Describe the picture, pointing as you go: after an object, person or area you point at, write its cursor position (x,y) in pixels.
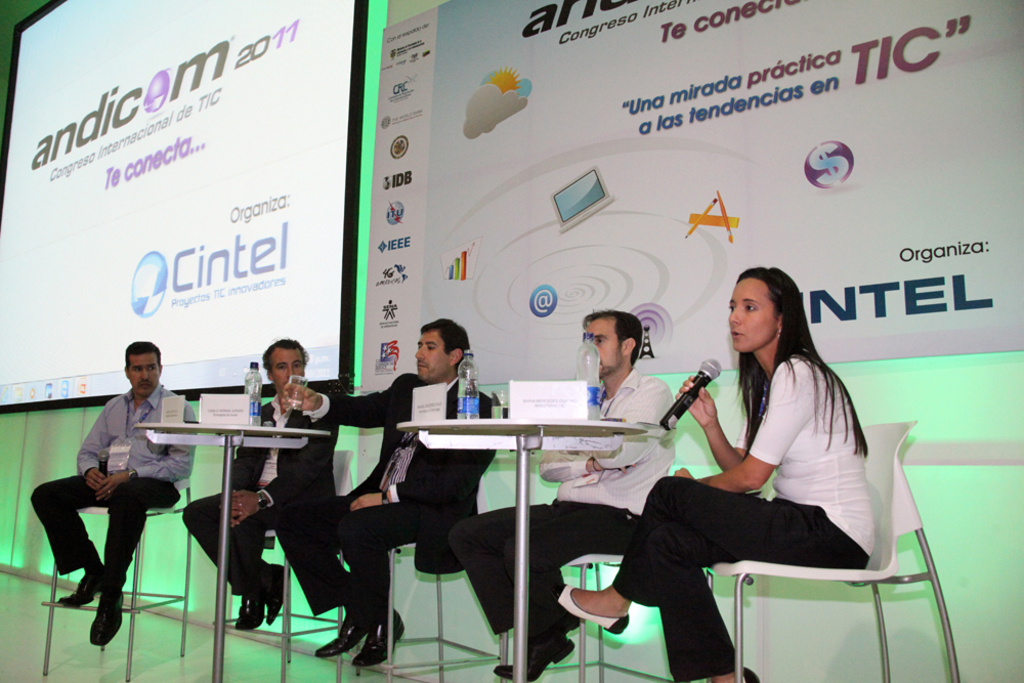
This picture shows a group of people (436,483) who are all seated on the chairs (869,429) the right side of the image (806,517) the woman (723,515) holding a microphone (703,376) in her hand (710,399) and we can see water bottles (468,412) in front of them on the tables (526,445) and we can see a projector screen (232,142) behind them.
